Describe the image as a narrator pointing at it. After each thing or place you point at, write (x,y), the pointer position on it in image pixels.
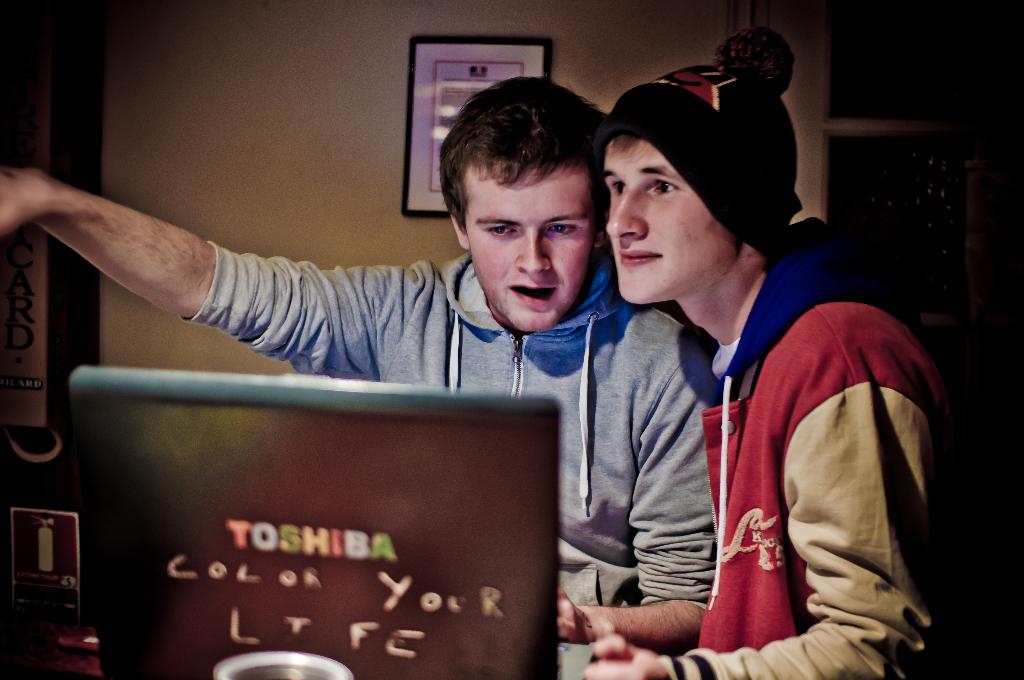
In this image in the front (294,509) there is a laptop (395,584) with some text (400,597) written on it. In the center (554,332) there are persons (600,382). In the background (388,148) there is a frame (410,142) on the wall (388,135) and on the left side (23,290) there is a board (36,334) with some text (18,306) written on it.
